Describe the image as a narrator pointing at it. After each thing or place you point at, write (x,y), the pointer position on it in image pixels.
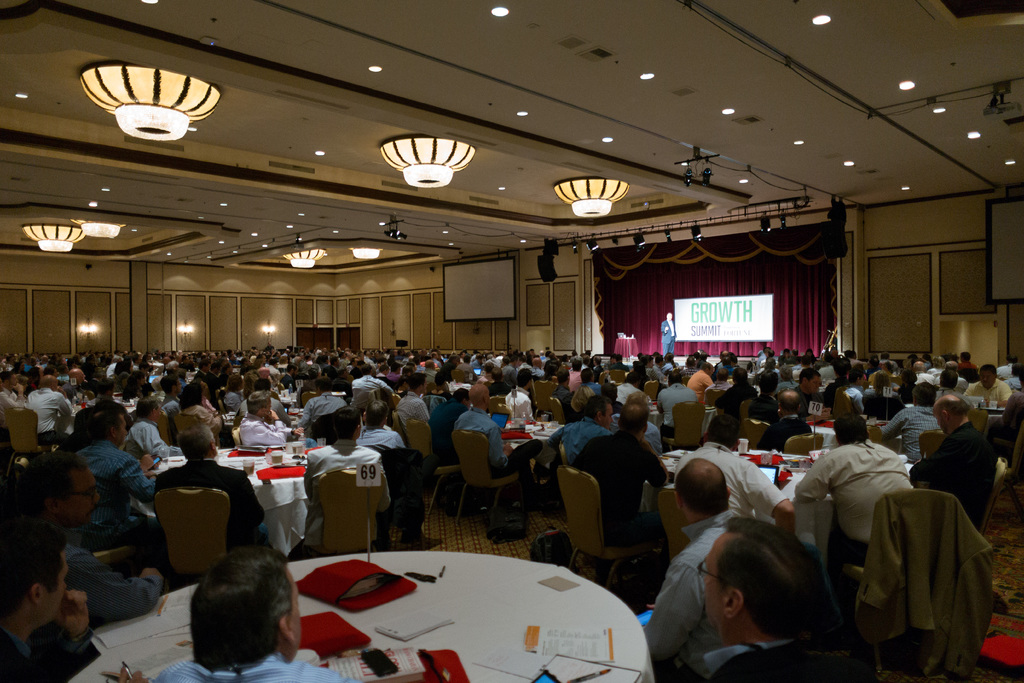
At the bottom of the picture (728,639), we see the people (779,668) are sitting on the chairs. In front of them, we see a table (460,631) on which papers (410,637), mobile phone (384,667) and files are placed. In this picture, we see many people (613,365) are sitting on the chairs (324,489) and in front of them, we see the tables (232,461) on which some objects (782,479) are placed. In the background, we see a man (665,327) is standing on the stage (668,353). Behind him, we see a banner (712,329) or a board (703,319) in white color with some text (703,326) written on it. Behind that, we see a sheet (792,314) in maroon color. In the background (206,313), we see the lights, wall (400,294) and a board (460,306) in white color. At the top, we see the ceiling (484,166) of the room (421,141).
